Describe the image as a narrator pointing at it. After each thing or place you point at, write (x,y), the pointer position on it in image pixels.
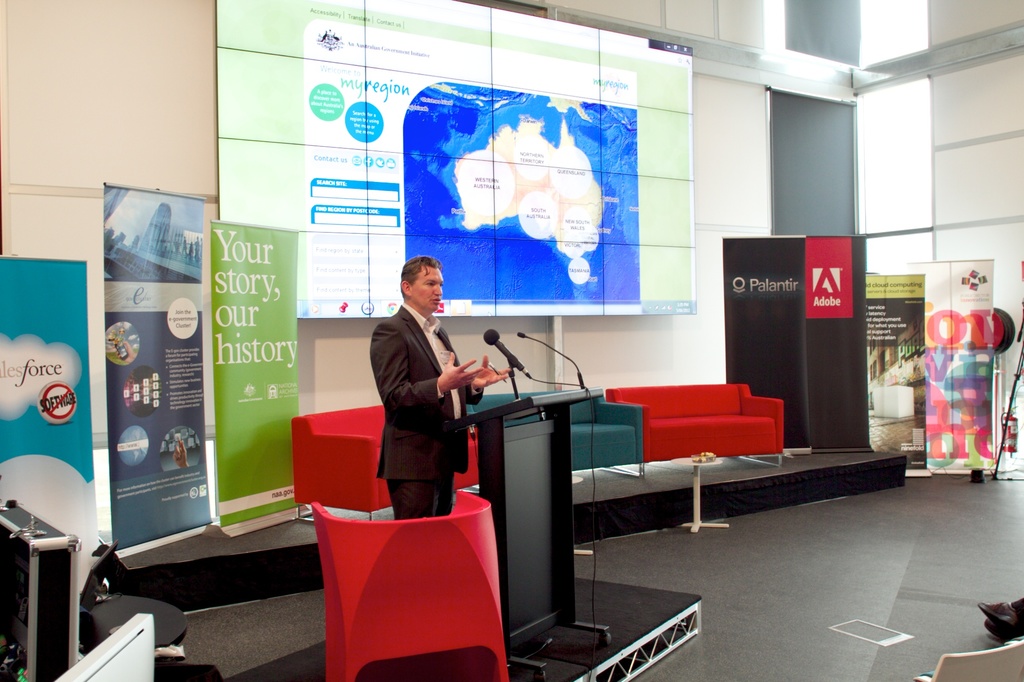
In this image I can see a person (434,453), couches (367,454), podium (554,410), mics (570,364), chair (461,538), banners (955,352), screen (621,291), windows (883,147), person legs (1014,602), table (716,463), fire extinguisher (1008,435) and objects (70,541). Something is written on the banners (762,328) and screen (397,277). In-front of that person (404,308) there is a podium (548,398) and mics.
